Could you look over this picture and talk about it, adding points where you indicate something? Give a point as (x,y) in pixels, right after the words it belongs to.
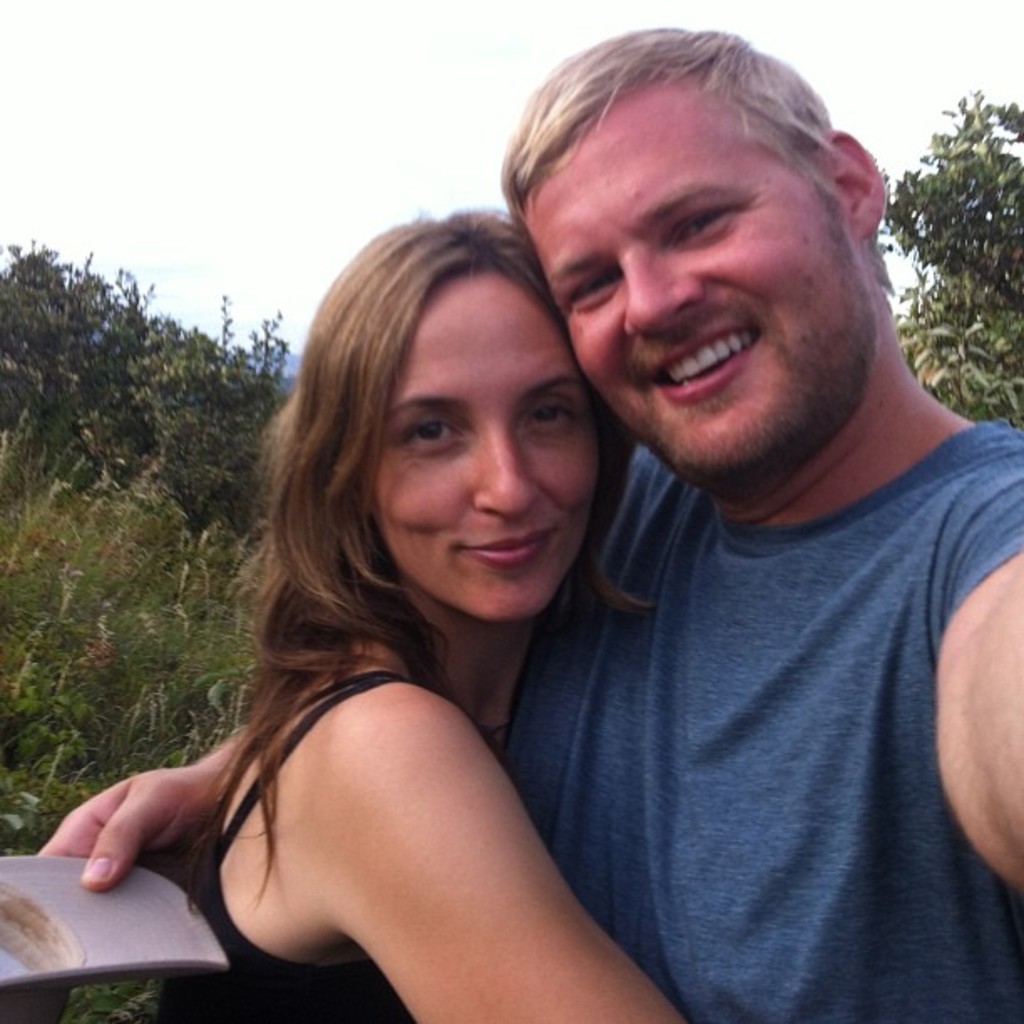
In this picture there is a man (709,520) standing and smiling and holding the cap (111,936) and there is a woman (417,831) standing and smiling and holding the man (784,983). At the back (1005,370) there are trees (113,423). At the top (419,193) there is sky (248,115).
